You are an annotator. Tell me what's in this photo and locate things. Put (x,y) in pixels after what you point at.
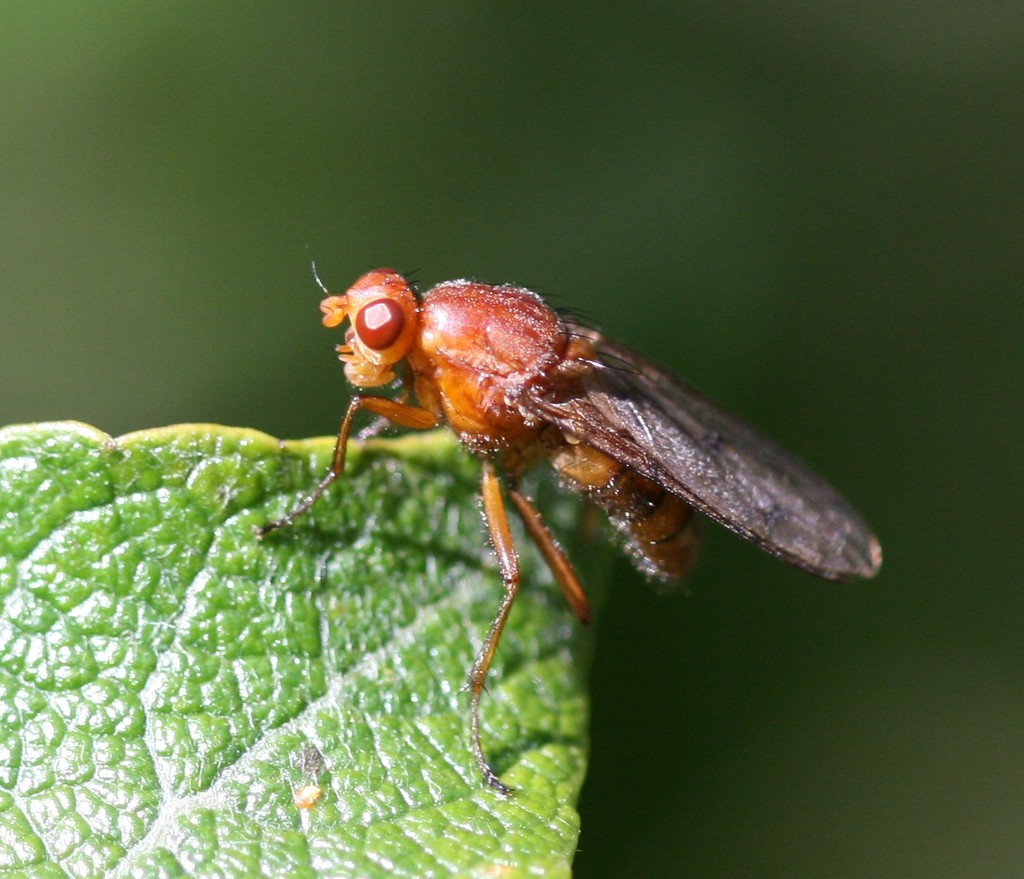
In the image we can see a insect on leaf (485,788). Background of the image (167,400) is blur.
